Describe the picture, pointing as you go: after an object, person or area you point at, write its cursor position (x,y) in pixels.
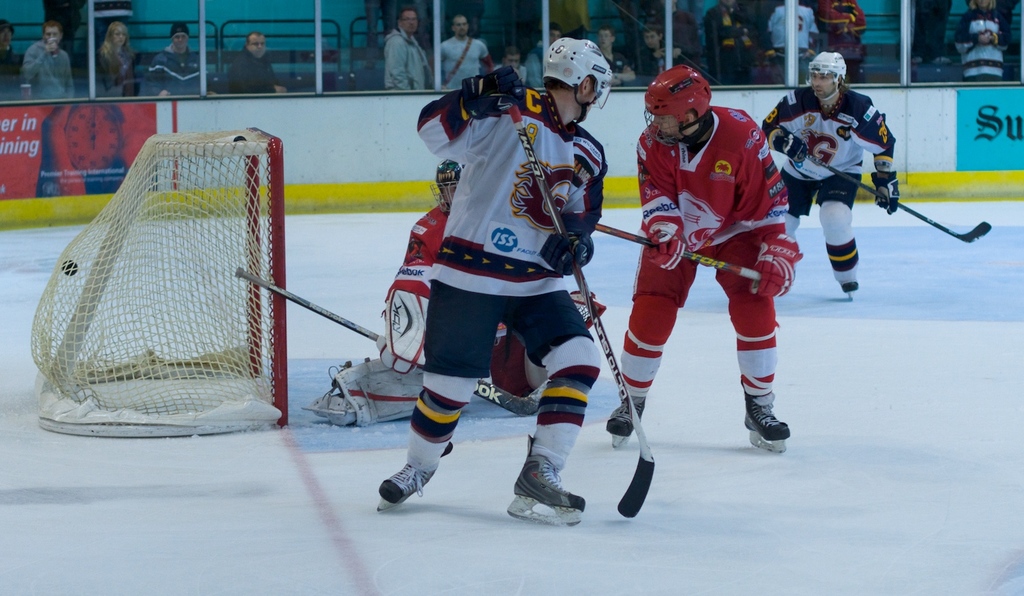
In this image we can see people (469,313) playing ice hockey. On the left (217,334) there is a net (118,357). In the background (185,38) there are people (195,69) standing and we can see a board (379,146).
